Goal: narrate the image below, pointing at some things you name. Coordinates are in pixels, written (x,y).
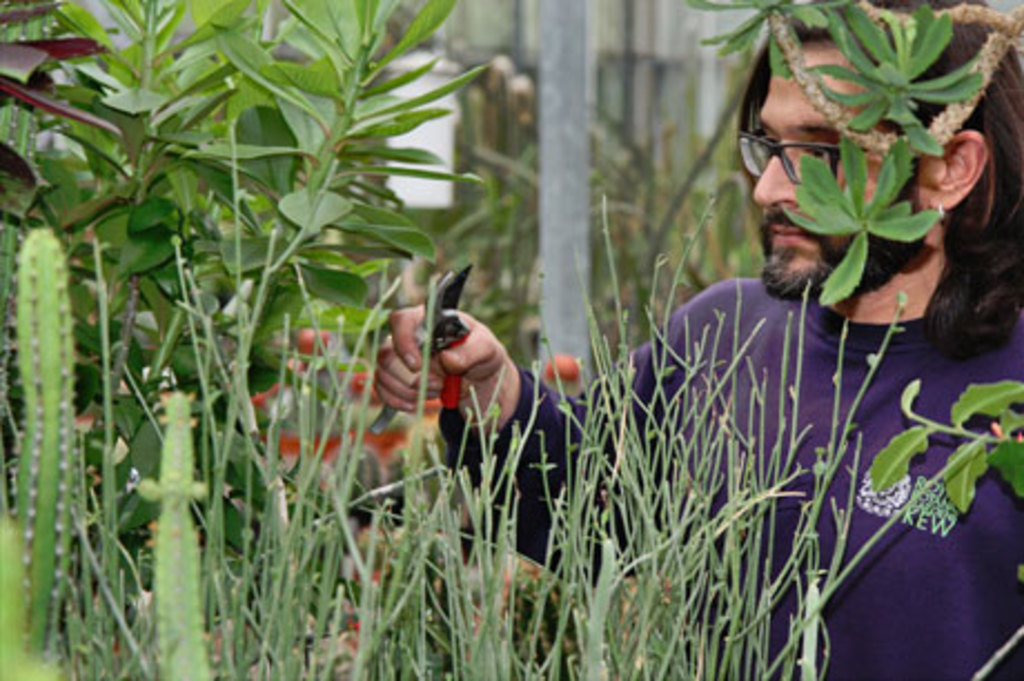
This picture shows a man (822,323) standing and holding a cutter (450,382) in his hand (476,376) and we see man (801,115) wore spectacles (836,169) on his face (784,132) we see plants (689,639) and a building (686,18) and couple of poles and man (936,565) wore a blue color t-shirt (881,444).
